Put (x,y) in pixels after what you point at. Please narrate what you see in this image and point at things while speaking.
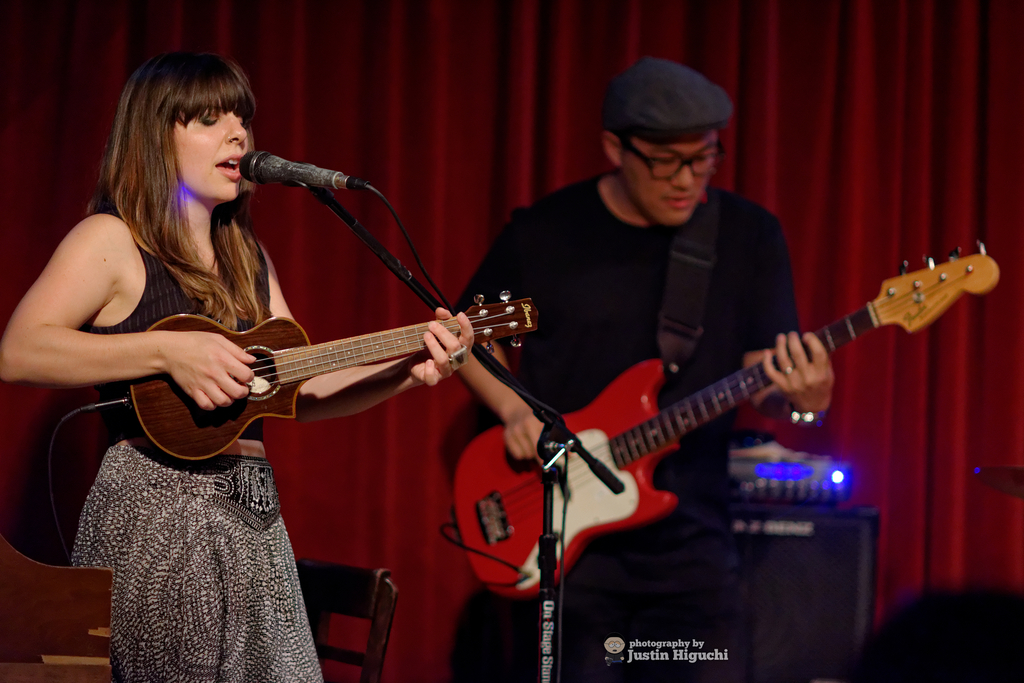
In this image I can see two people (127,479) are playing the guitar (481,476). Among them one person (191,145) is standing in front of the mic (546,500). In the background (893,170) there is a curtain (900,430).
